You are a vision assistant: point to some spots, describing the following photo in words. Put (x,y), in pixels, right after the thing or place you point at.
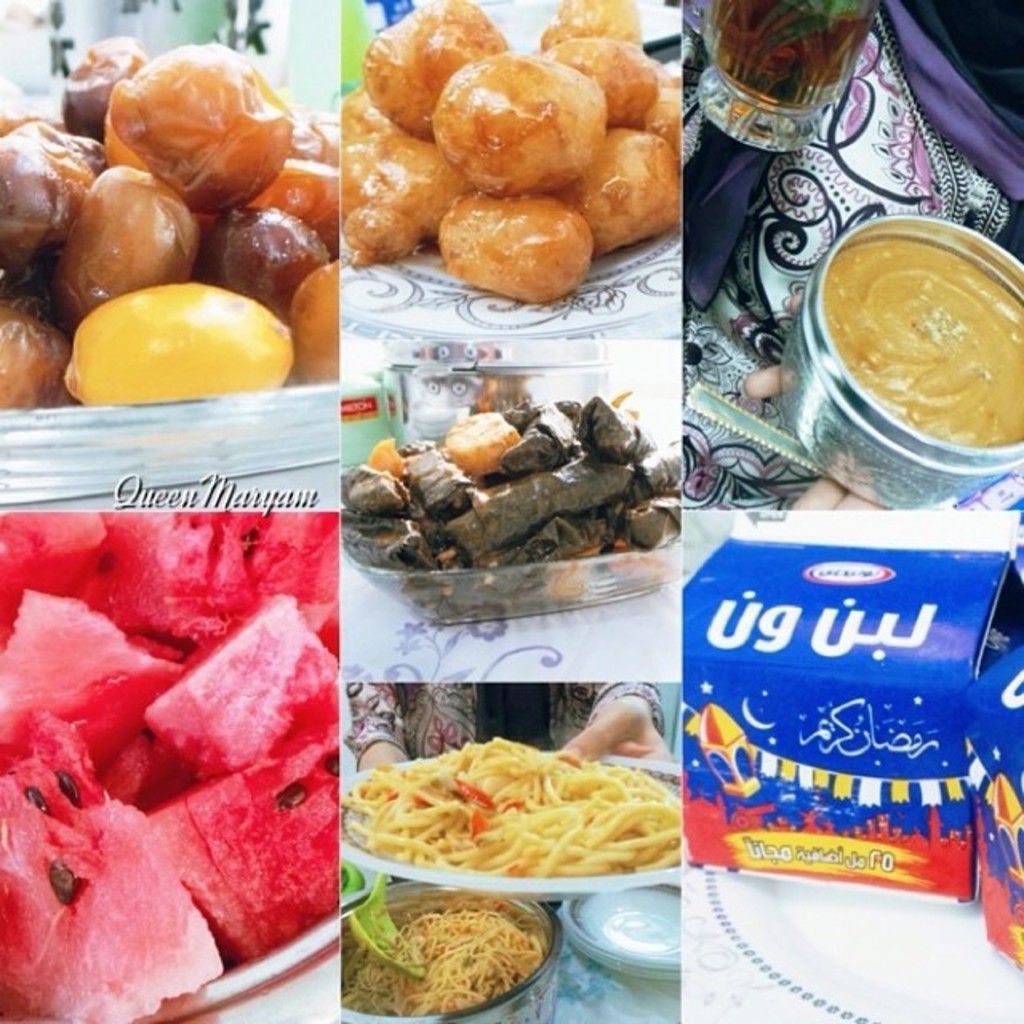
This is a collage image. I can see boxes (851,778) and different food items (497,107) in the plates (575,867) and bowls (850,397). In the top right corner of the image (821,275), I can see a person's hand (841,503) holding a bowl (890,408) with food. At the bottom of the image (594,736), I can see the hands (374,754) of another person (600,724). On the left side of the image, I can see a watermark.
